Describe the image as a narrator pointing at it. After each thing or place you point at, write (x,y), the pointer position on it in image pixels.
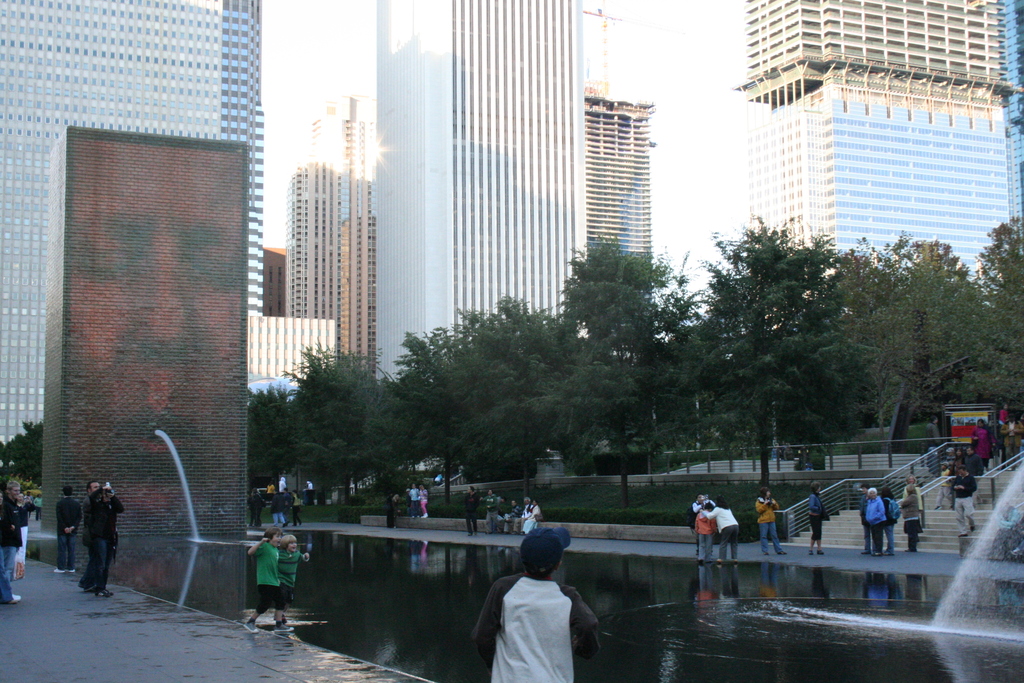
In the center of the image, we can see fountains (683,581) and in the background (464,455), there are people (702,517), trees (510,349), buildings (935,234) and stairs (939,528).
